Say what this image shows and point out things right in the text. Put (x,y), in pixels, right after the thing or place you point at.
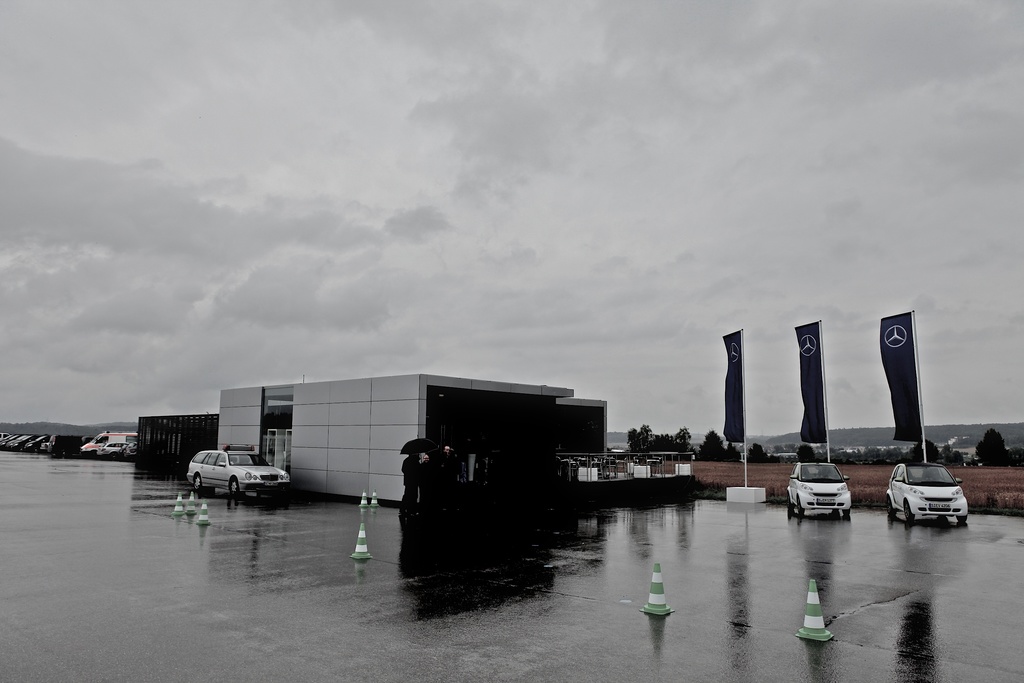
This image is taken outdoors. At the top of the image (255,199) there is the sky (321,150) with clouds (480,146). At the bottom of the image (218,628) there is a road (128,547). In the background (669,441) there are a few trees (654,438) and plants (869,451) on the ground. There are a few hills (43,430). In the middle of the image (426,404) there is a room (288,422) with walls (399,429), a roof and a door (280,433). There is a railing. Many cars (235,468) are parked on the road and a person (411,485) is standing and holding an umbrella (424,442) in his hand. There are a few safety cones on the road (635,631). On the right side of the image (916,481) two cars (817,490) are parked on the road (811,519) and there are three flags (738,394).
